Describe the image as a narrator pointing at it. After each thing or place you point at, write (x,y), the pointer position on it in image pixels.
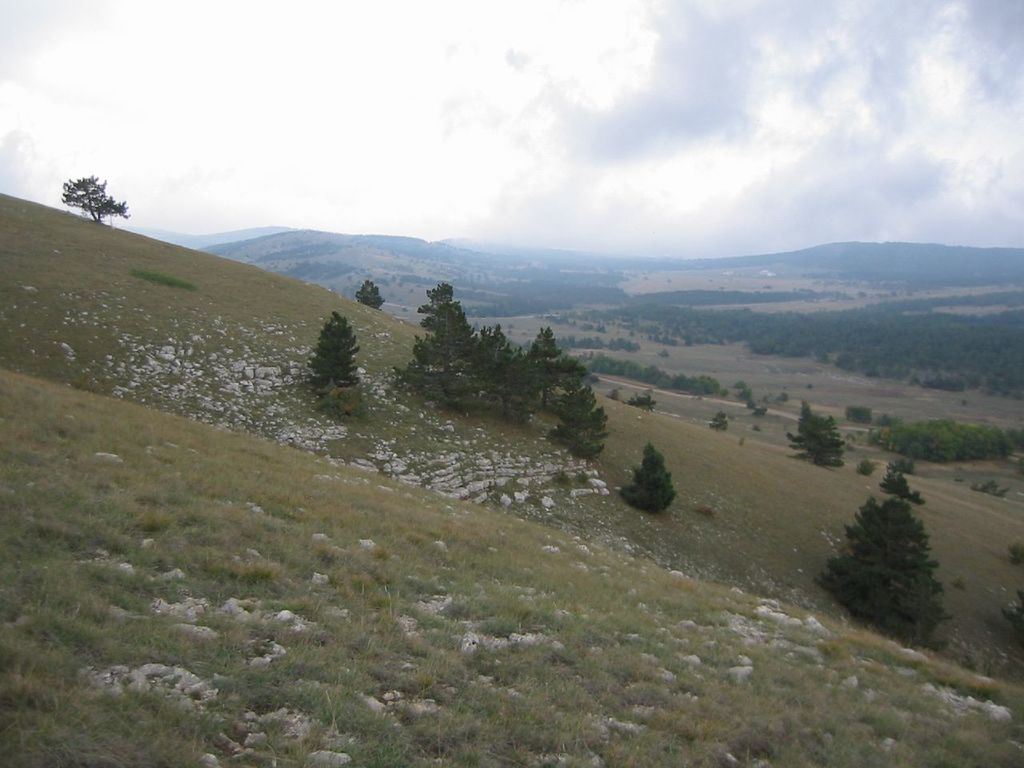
In this image we can see the hills (779,551) and a group of trees (579,364). At the top (507,163) we can see the sky (390,100).
